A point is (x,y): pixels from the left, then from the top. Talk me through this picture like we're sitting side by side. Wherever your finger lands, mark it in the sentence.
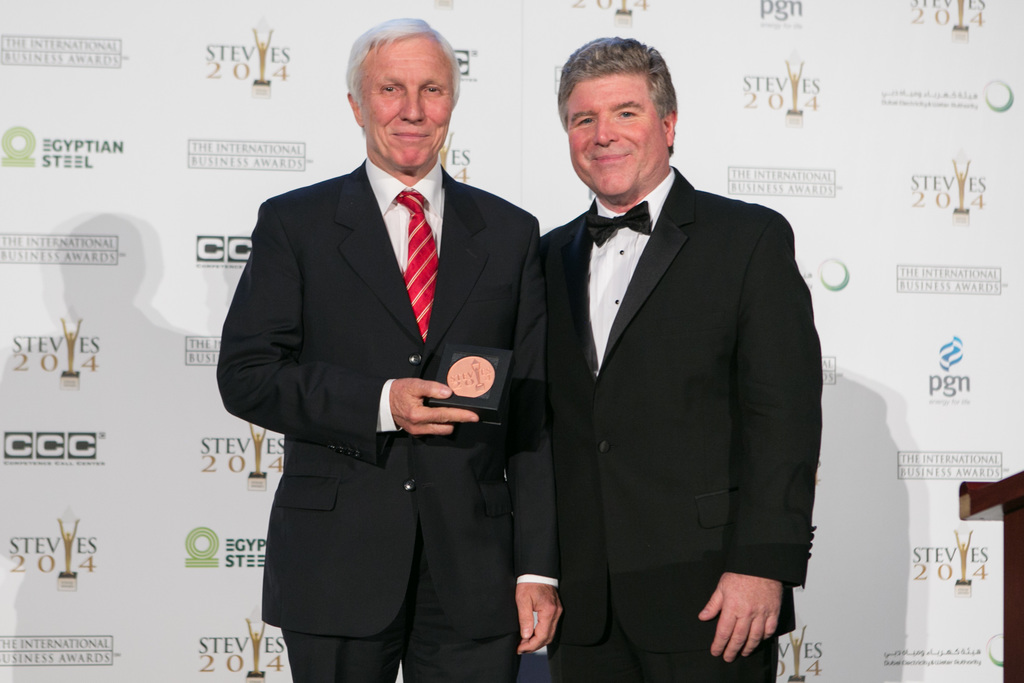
In the image we can see there are two men (570,447) standing and they are wearing formal suit (472,314). A man (413,401) is holding a box (459,401) in his hand (438,420) and behind there is a banner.
